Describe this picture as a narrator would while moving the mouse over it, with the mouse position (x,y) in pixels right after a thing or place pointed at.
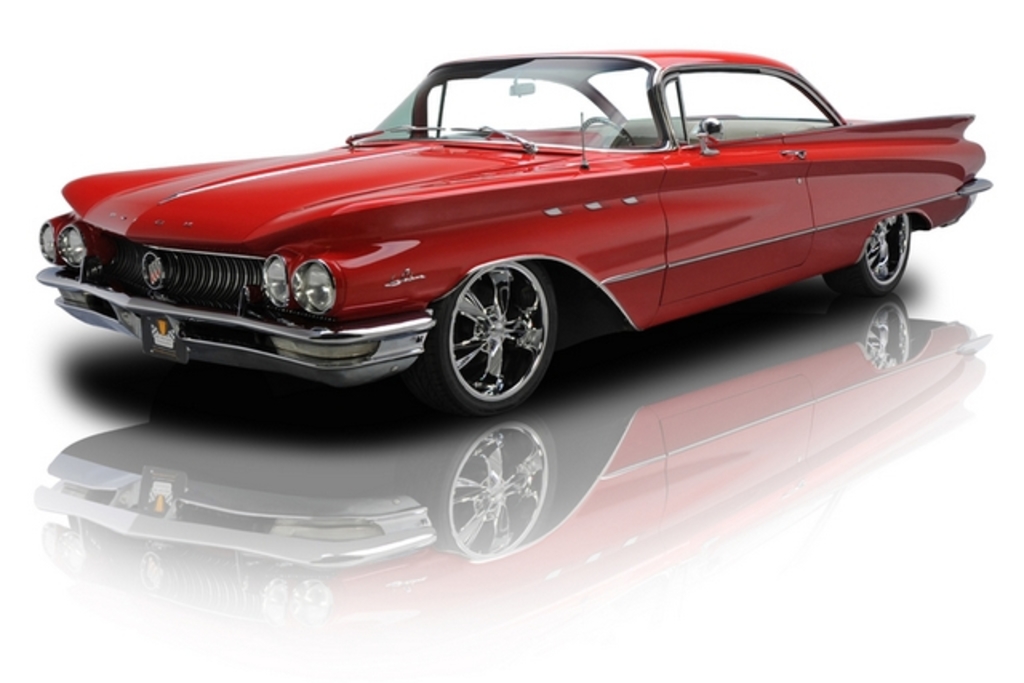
In the given image I can see a car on the white surface (323,510).
